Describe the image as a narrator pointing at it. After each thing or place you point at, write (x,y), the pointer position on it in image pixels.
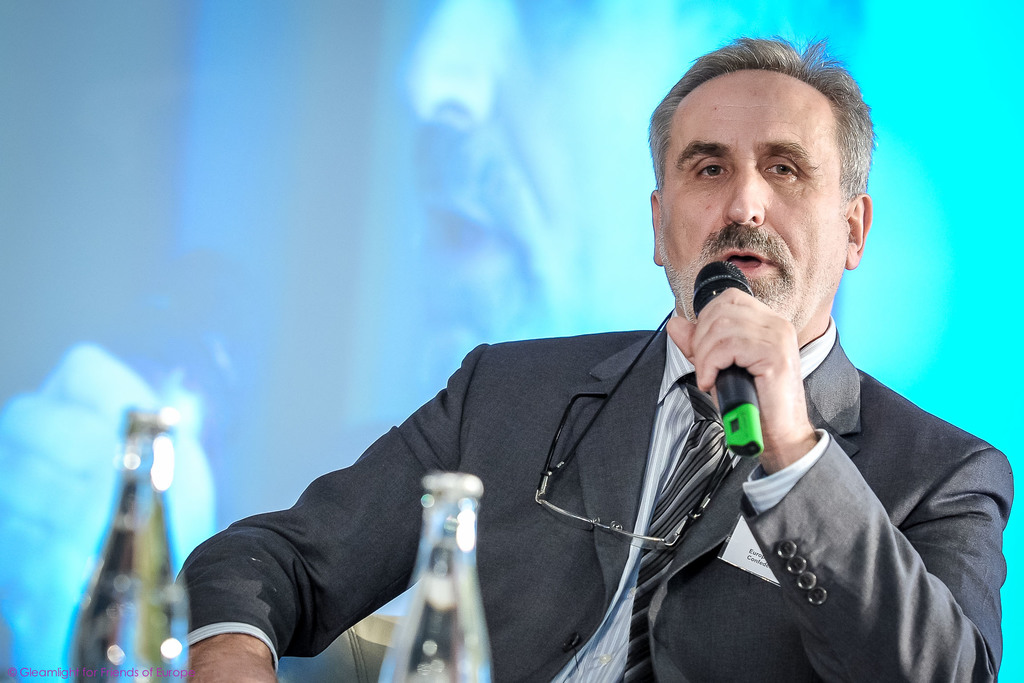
In this image we can see a person (819,408) wearing coat (852,502), tie (698,472) and spectacles (712,486) in his neck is holding a microphone (725,396) in his hand (716,313). In the foreground (468,661) we can see two bottles (155,624) and some text (136,677). In the background (110,312), we can see the screen (441,264).
